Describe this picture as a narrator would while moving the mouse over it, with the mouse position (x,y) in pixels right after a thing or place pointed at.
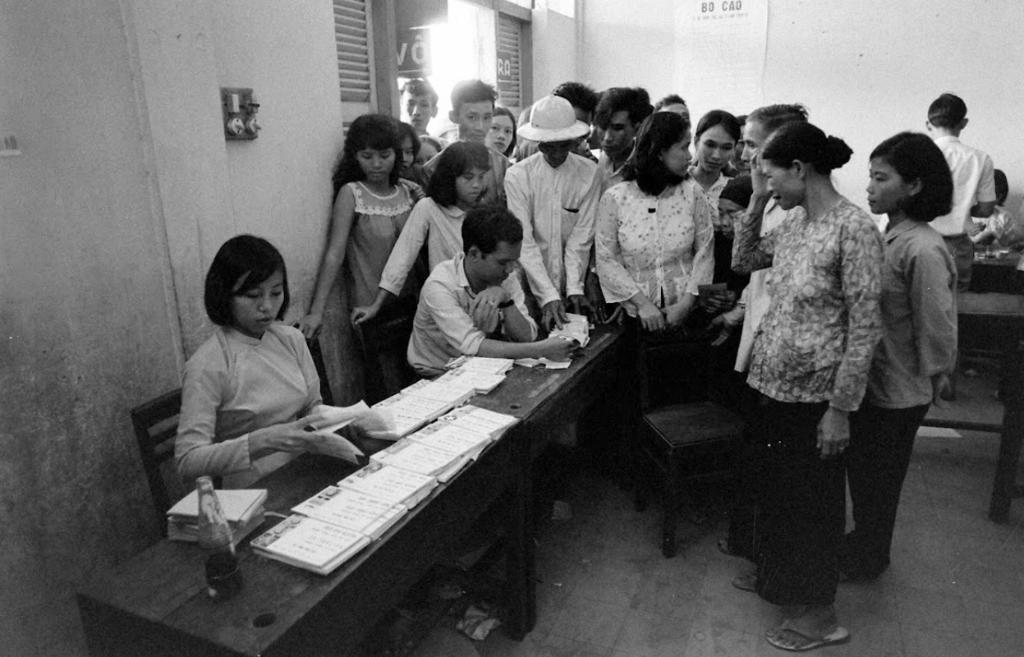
In this image I can see number of people (950,119) where most of them are standing and few of them are sitting. I can also see few papers (313,516) on this table (280,600).
